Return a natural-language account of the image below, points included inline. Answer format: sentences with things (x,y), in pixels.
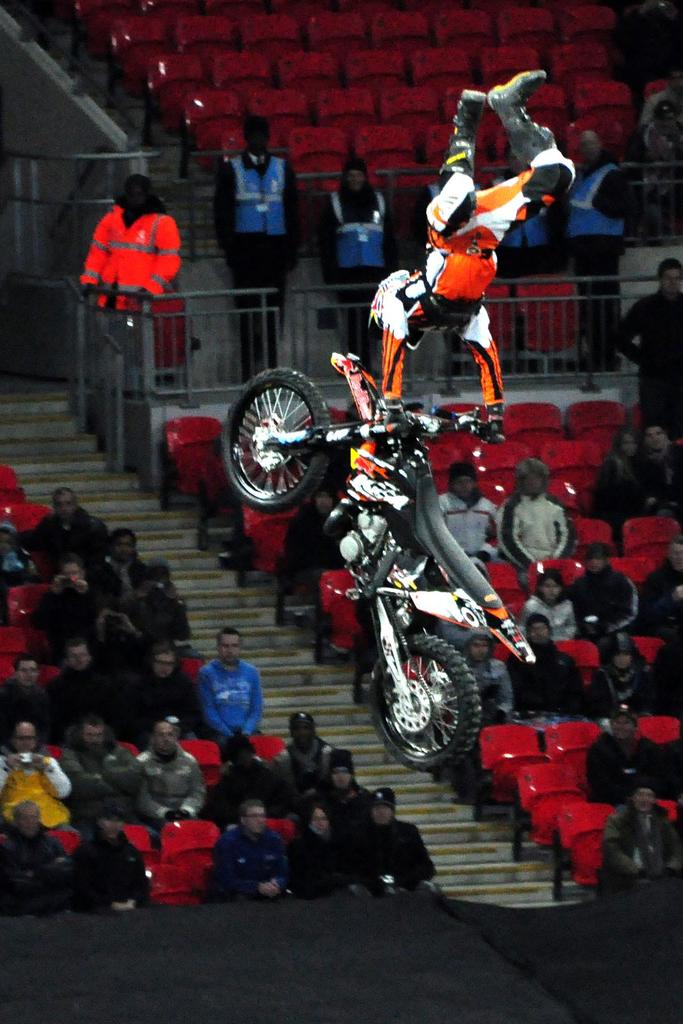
In this picture we can see a man (443,239) doing stunt with a motorbike (424,707). We can see all the audience (184,757) sitting on chairs (579,750). We can see few persons (126,223) standing here.
